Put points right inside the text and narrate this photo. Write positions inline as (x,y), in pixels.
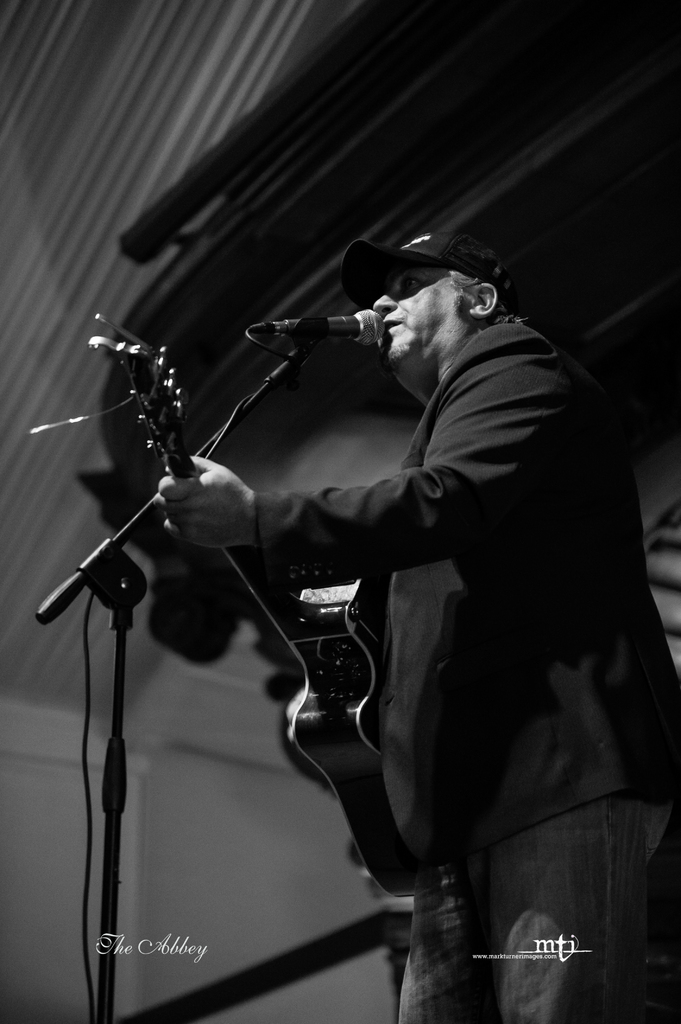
This is a black and white picture. Here we can see a man (432,524) who is singing on the mike (362,320) and he is playing guitar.
